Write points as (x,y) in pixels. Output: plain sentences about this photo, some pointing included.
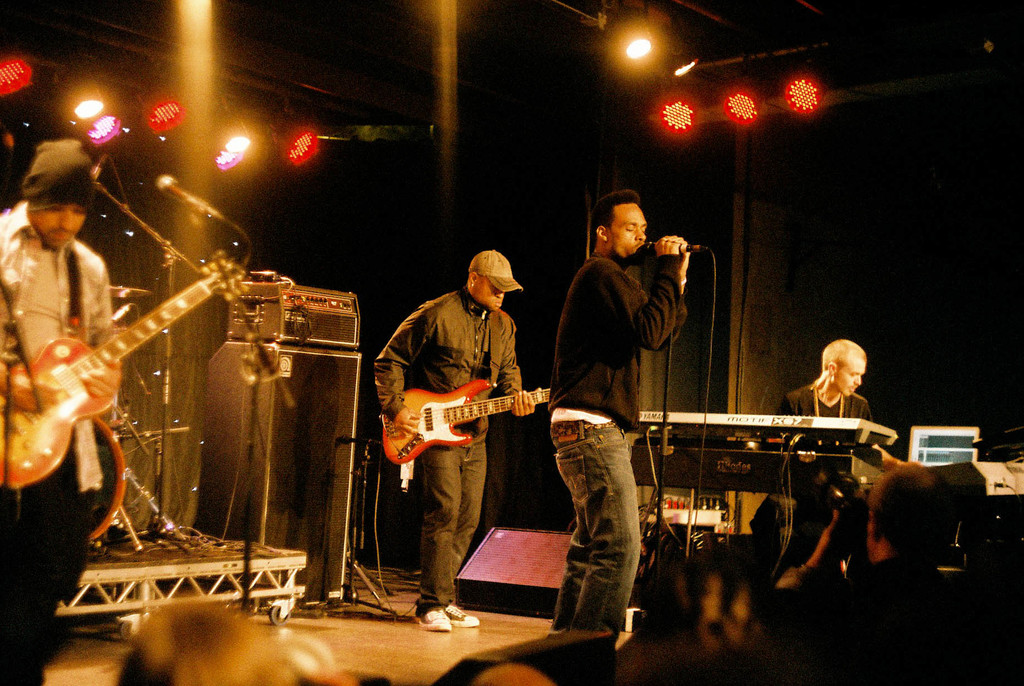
This is a picture taken in stage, there are three people (431,535) standing on the stage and four people (41,390) are performing the music. The man (577,379) in black t shirt (635,300) holding the microphone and singing a song. The other man (828,390) is sitting on a chair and playing the piano (788,425). Background of this two is music systems (214,414) and light (167,123).
